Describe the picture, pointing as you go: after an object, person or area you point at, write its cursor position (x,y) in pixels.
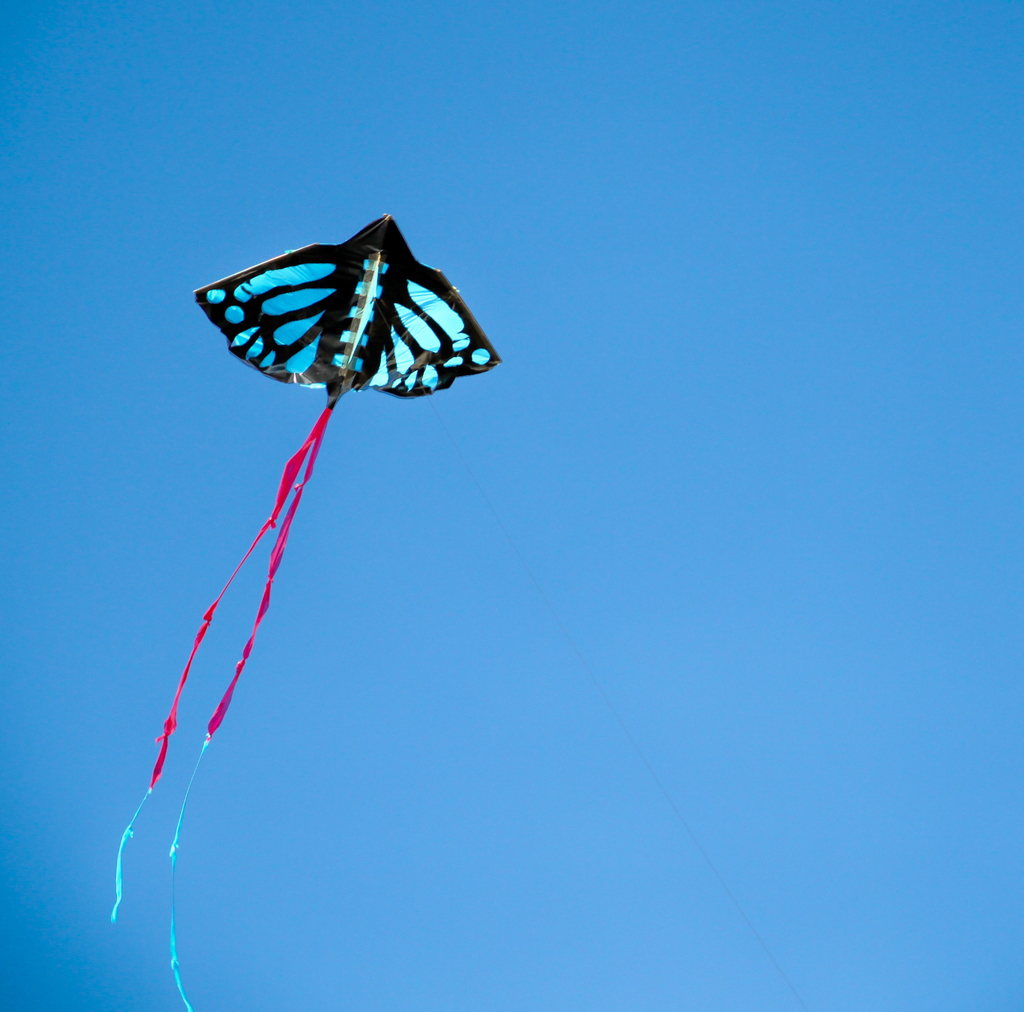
In the center of the image (430,353), we can see a kite (348,332) in the sky (566,282).
